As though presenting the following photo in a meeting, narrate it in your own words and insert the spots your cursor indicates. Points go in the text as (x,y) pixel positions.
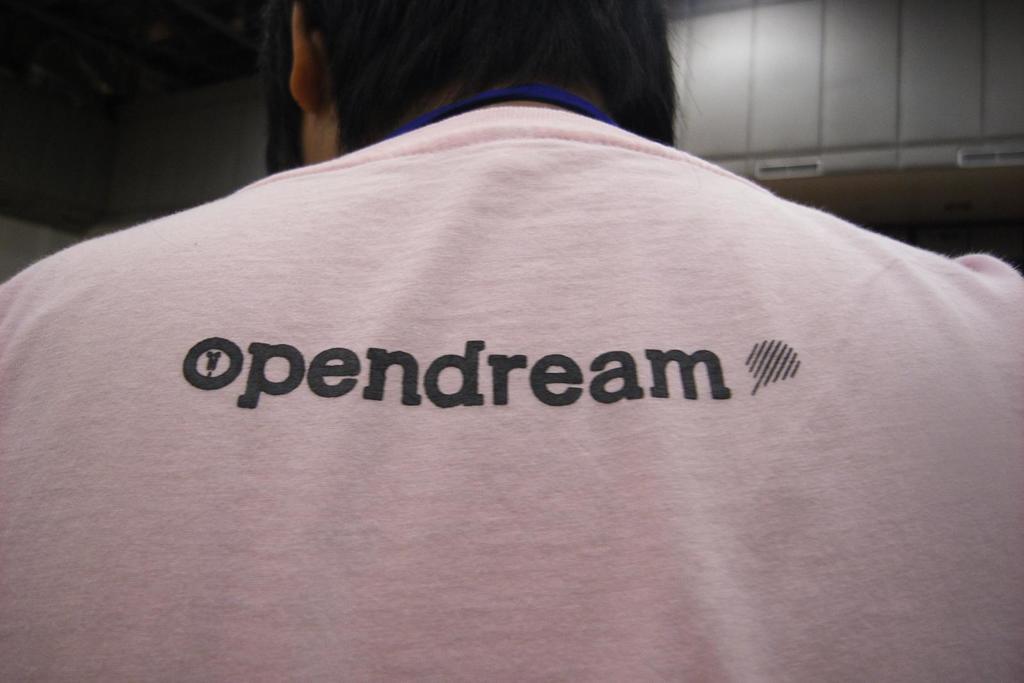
In the picture there is a t-shirt (705,178) of a person (398,136) and on the back side of the t-shirt (475,345) it is written as "open dream" and in front of the person (599,57) there is a white color cupboard (742,47).
